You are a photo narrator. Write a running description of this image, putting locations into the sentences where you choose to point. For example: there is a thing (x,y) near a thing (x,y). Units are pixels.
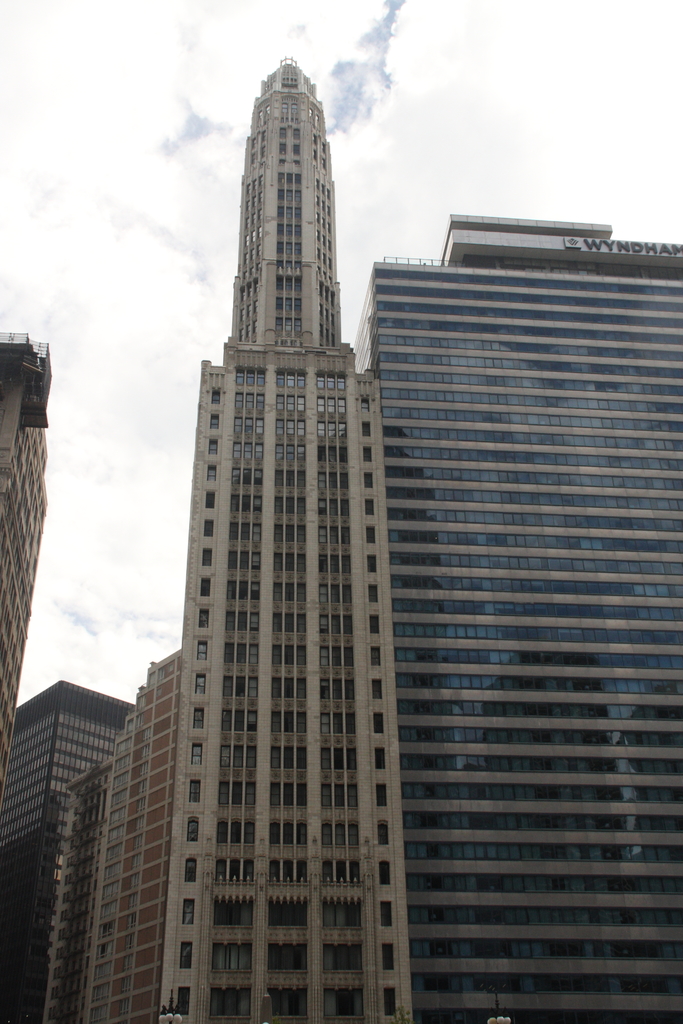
In this image we can see a few high rise buildings (259,551).
